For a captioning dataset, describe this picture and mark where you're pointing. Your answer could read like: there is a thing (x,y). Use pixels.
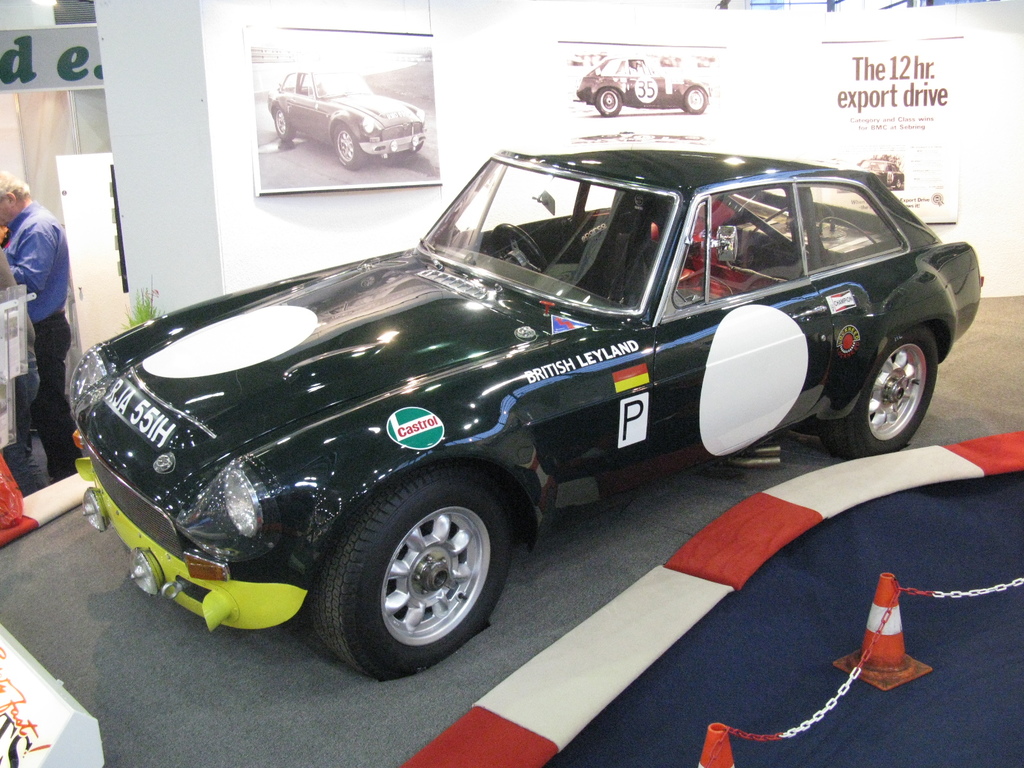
In the center of the image (440,370) we can see a car (324,480). On the left (21,182) there is a man (21,182). In the background (966,173) there are boards (306,84) placed on the wall (970,222). At the bottom (915,671) there are traffic cones (713,739).
